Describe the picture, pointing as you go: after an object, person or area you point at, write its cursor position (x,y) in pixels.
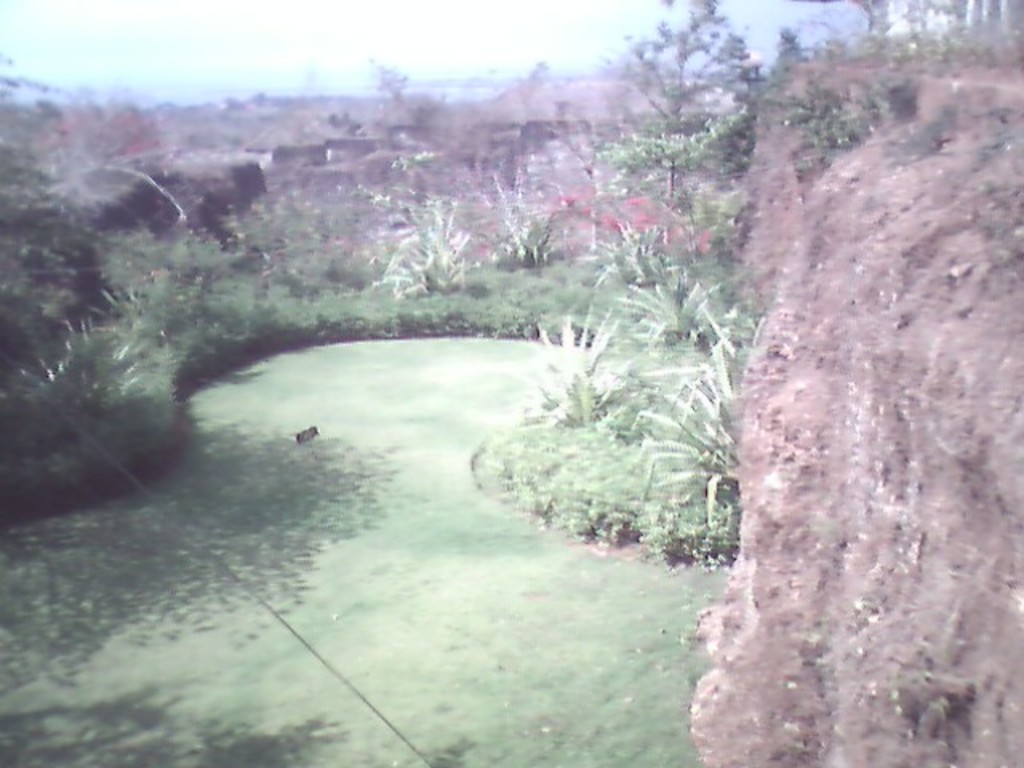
In this image at the bottom (305,702) there is some grass (466,628) and some plants (155,407), in the background (713,148) there are some trees (719,160). On the right side (773,664) there is a mountain (875,518).
